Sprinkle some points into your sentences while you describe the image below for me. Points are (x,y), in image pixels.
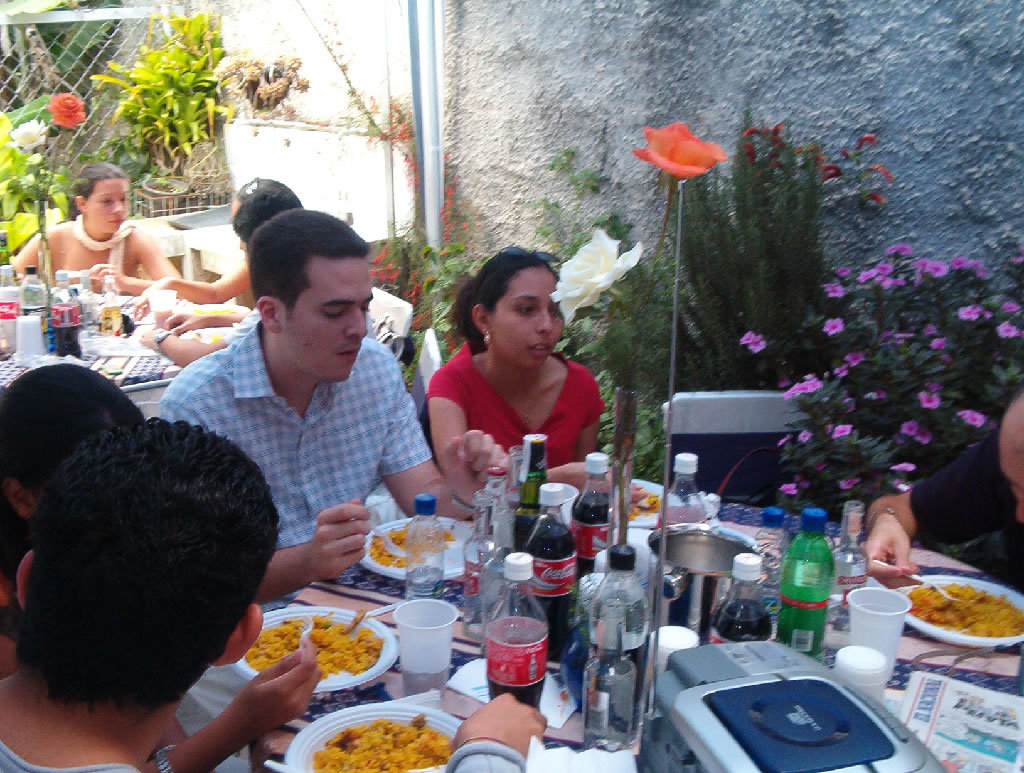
In the picture we can see a few people (261,487) are sitting near the table (613,766) and having the food (442,763) and on the table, we can see some food items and some water bottles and behind the people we can see two people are sitting near another table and having something and beside them we can see some plants (616,341) with flowers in it and in the background (3,105) we can see the fencing (84,124).
